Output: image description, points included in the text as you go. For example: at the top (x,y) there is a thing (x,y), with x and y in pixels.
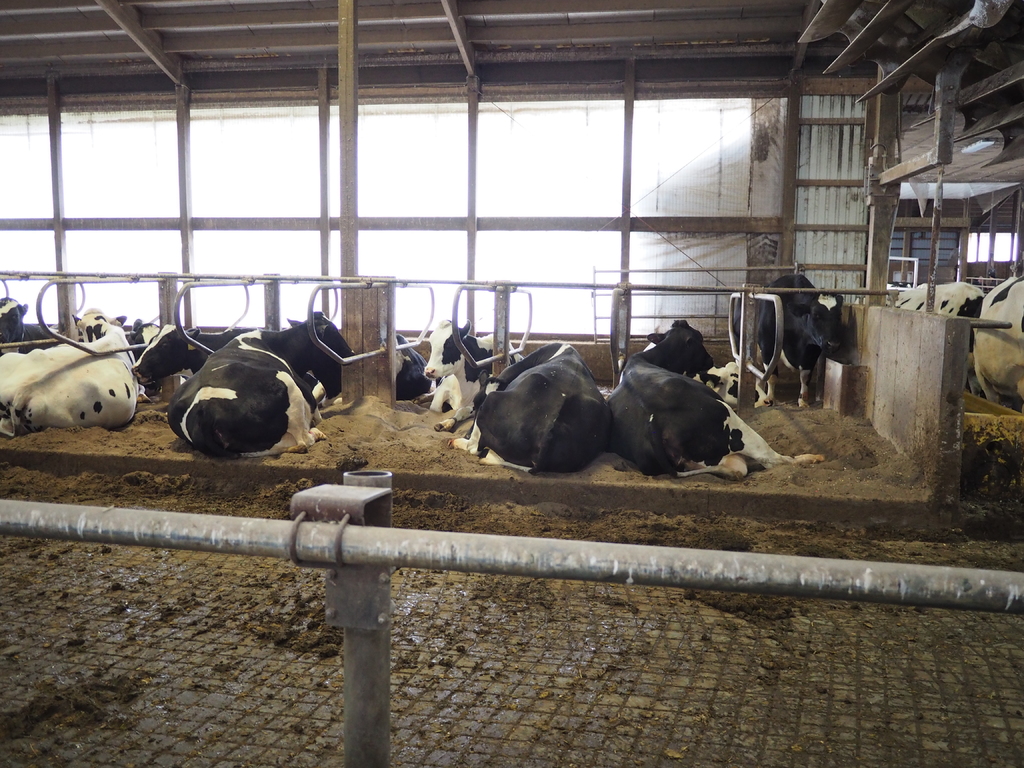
In this image we can see cows (676,344). Also there are pillars (356,303) and pipes (577,552). In the back (613,273) we can see glass walls (381,179).
